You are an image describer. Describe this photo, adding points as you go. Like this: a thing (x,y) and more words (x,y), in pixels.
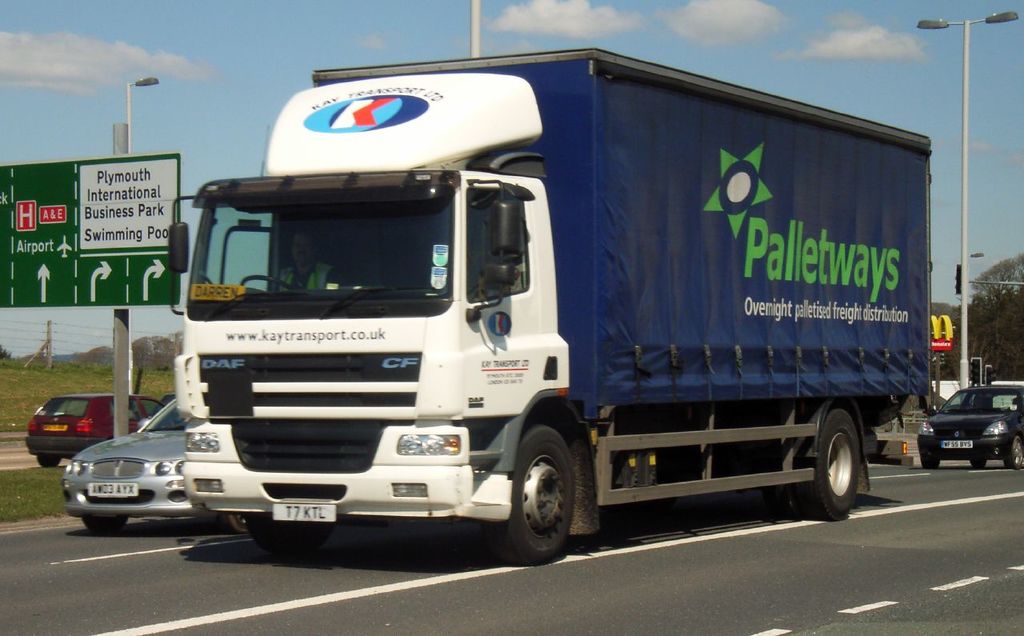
In this image we can see vehicles (555,419) on the road (638,548). There are light poles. In the back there are trees (93,360). Also there is a sign board (118,263) on a pole (123,337). In the background (267,73) there is sky (451,57) with clouds (872,54).
